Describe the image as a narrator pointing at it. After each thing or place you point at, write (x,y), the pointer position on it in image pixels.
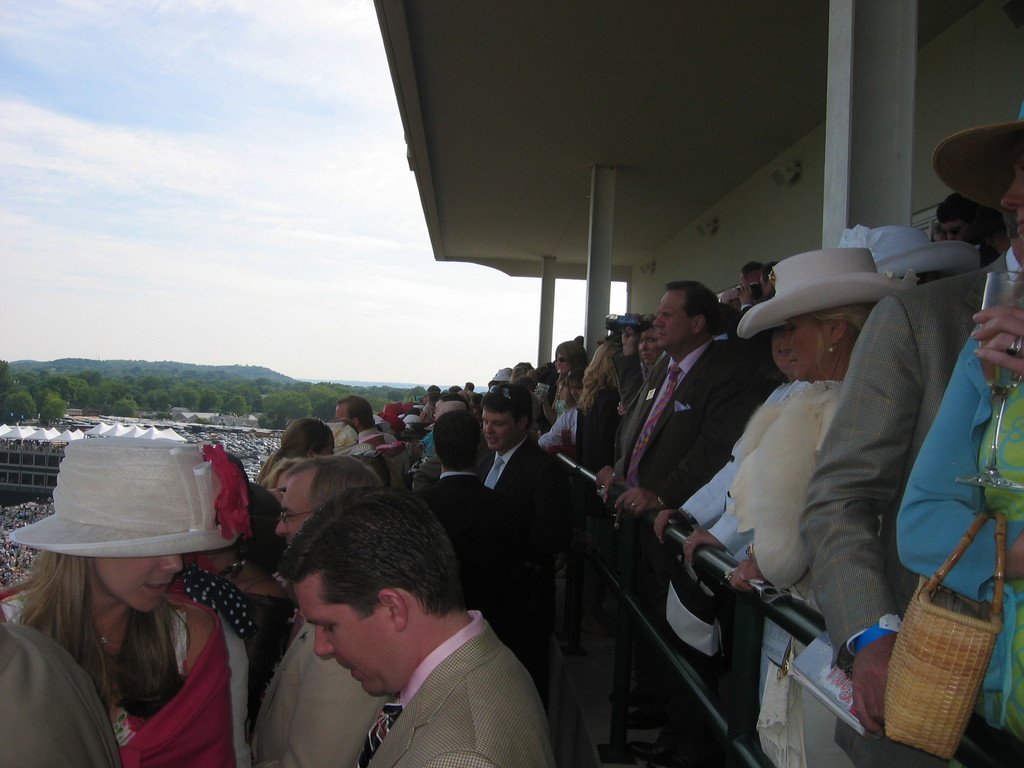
In this picture we can see group of person (698,545) standing on the stadium (580,653). On the left (8,518) background (22,506) we can see audience (21,524) who are sitting on the chair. In the back (248,396) we can see many trees (184,394) and mountain (73,361). On the top left (249,17) we can see sky (145,118) and clouds (139,153). On the right (939,563) there is a woman (1010,497) who is holding a wine glass (1005,279).
